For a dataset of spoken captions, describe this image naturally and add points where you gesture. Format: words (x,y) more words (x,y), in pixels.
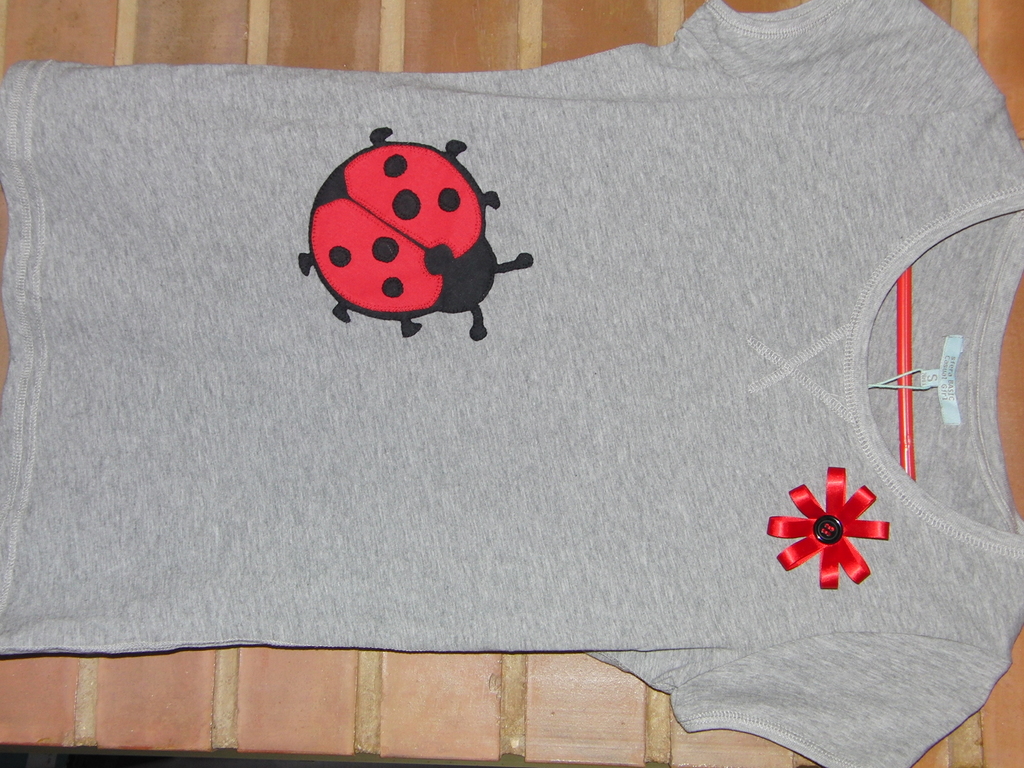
In this picture there is a t-shirt (505,352) which is placed on the table (492,742). In that t-shirt (302,102) I can see the design (383,248) of an insect (455,247).
